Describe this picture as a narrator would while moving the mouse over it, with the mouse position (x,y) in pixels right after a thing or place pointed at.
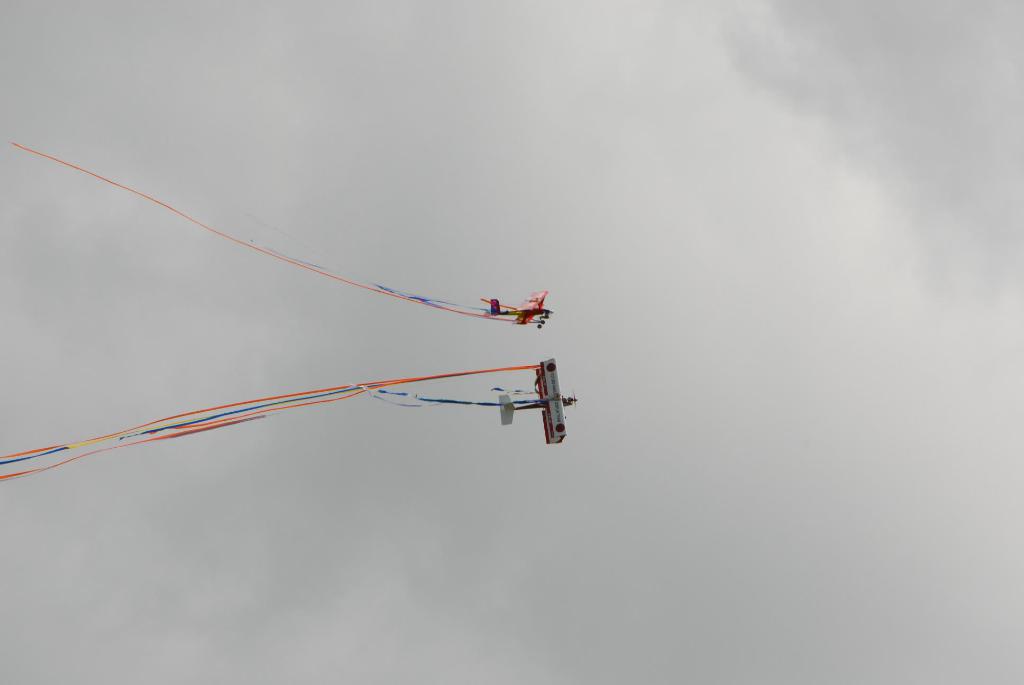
In this picture we can see couple of planes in the air (464,410) and we can see clouds (758,344).
